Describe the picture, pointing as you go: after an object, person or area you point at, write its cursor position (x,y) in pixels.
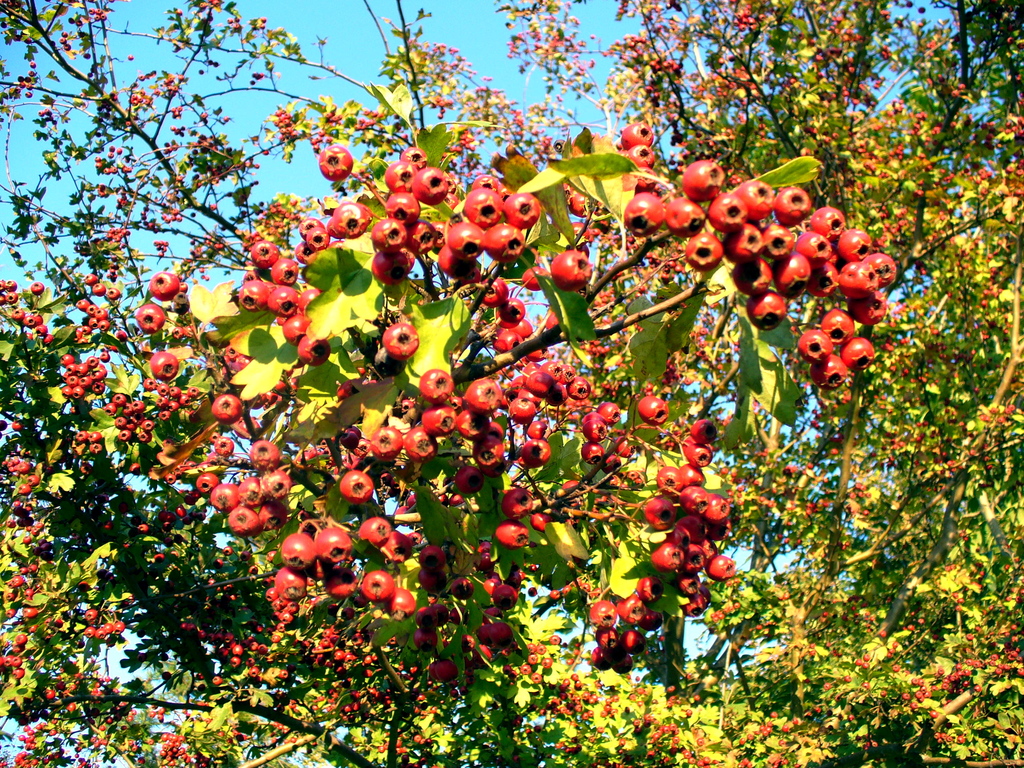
In this picture, we can see tree (323,393) with fruits (329,548) and the sky (147,187).
